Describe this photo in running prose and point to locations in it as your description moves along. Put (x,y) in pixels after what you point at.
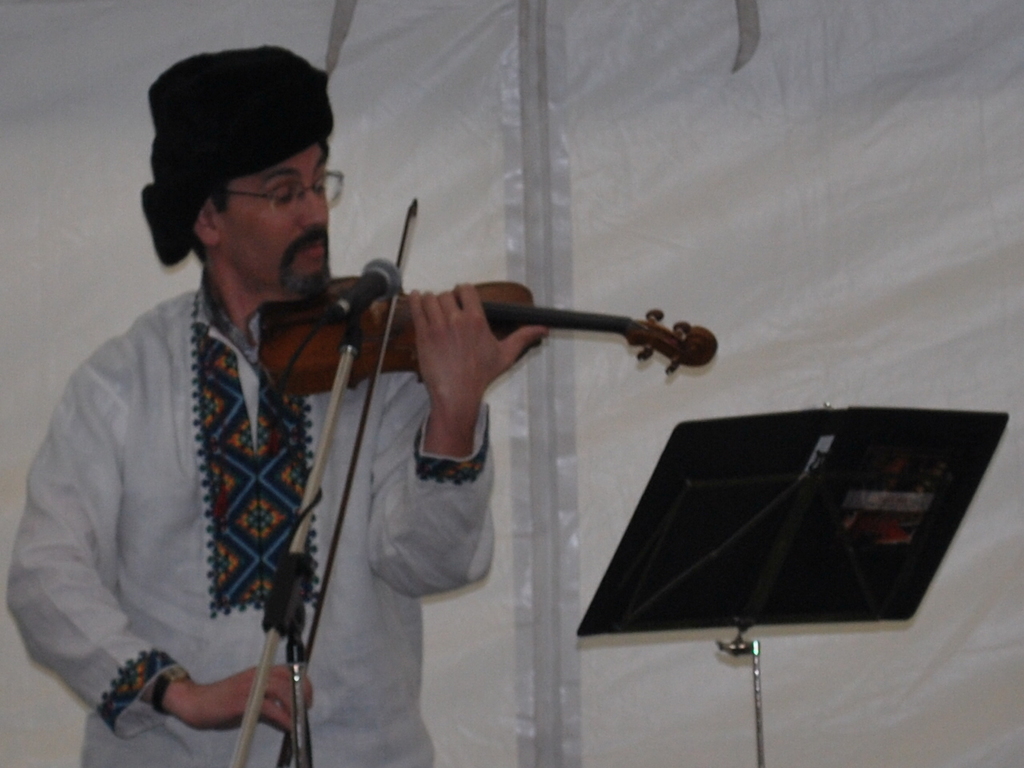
In this picture a man (273,387) is playing violin (313,342) in front of microphone (384,294) and there is a stand (780,492) in front of him.
